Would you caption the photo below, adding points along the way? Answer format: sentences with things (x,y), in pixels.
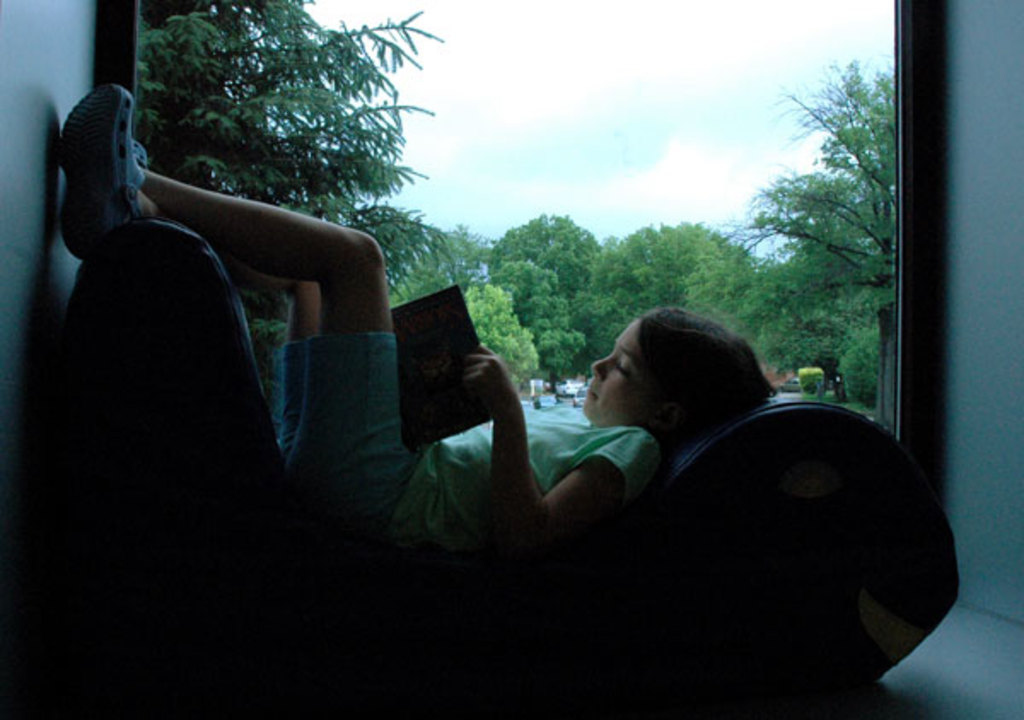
In this image we can see a girl (348,354) lying on the couch (491,564) holding a book (415,333) in her hand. There is a glass window (495,273) through which we can see trees (803,298) and sky (522,137).
